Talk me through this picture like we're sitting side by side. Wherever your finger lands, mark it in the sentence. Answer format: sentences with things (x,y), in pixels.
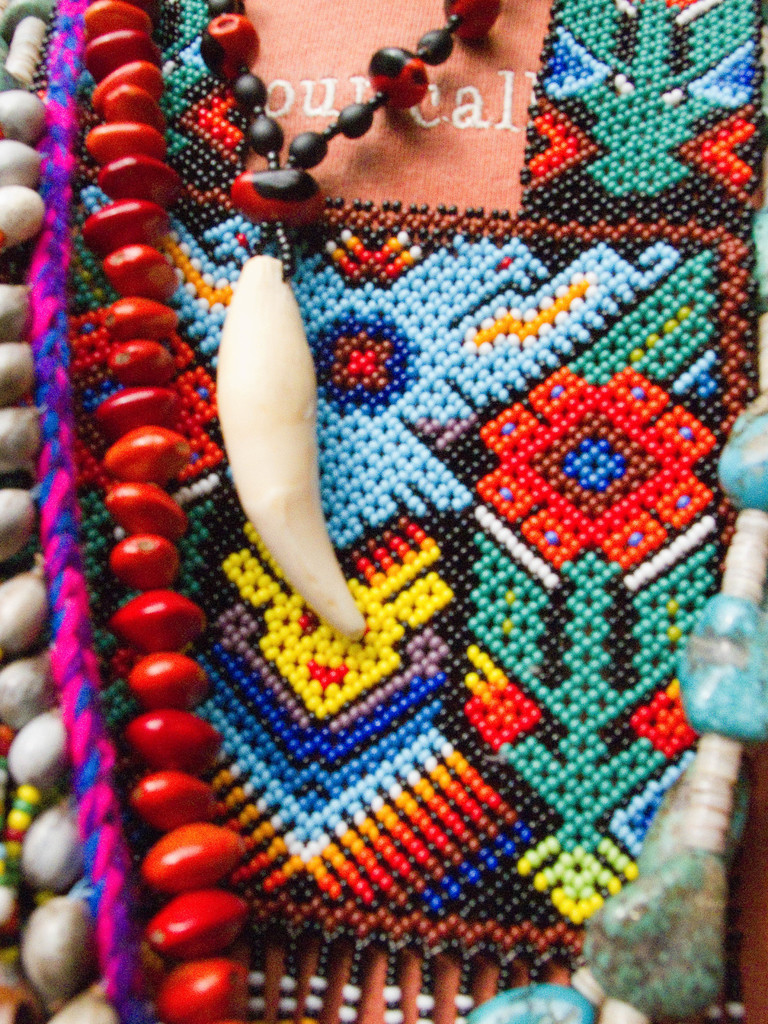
In this picture we can see chains (280,425) and craft (327,266).
